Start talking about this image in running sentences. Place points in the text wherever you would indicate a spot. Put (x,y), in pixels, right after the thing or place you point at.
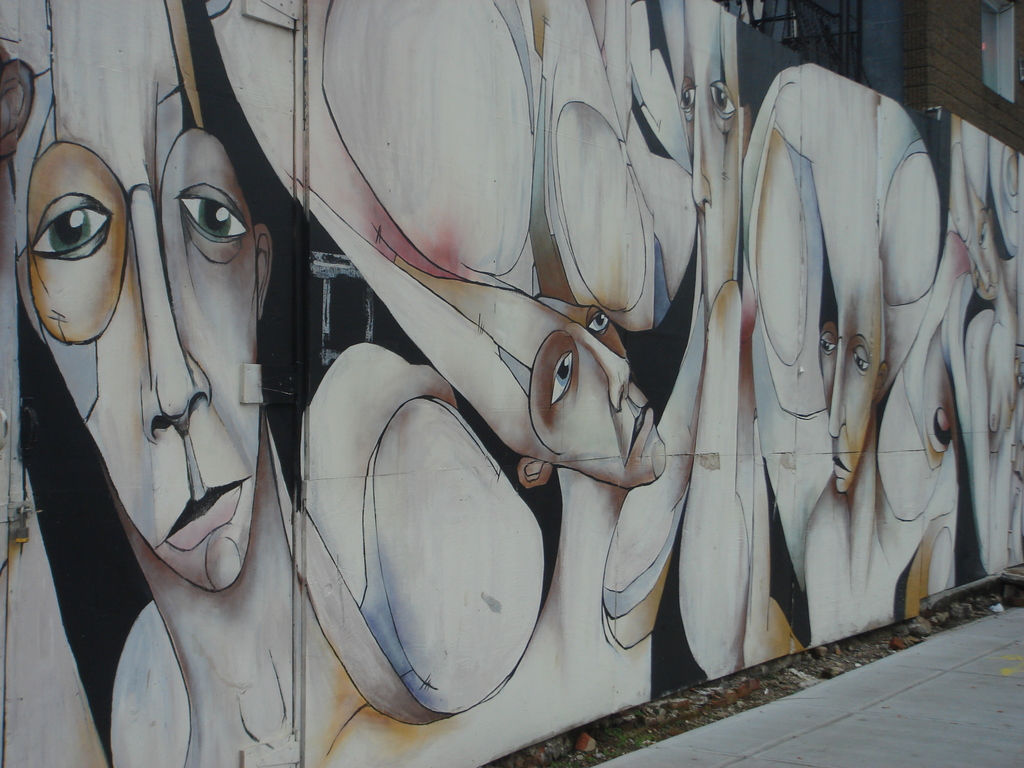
In this image we can see graffiti painting (790,419) on the wall (438,308). There is a pavement (900,714) in the right bottom of the image (838,744) and one window (986,41) in the right top of the image (990,25).
